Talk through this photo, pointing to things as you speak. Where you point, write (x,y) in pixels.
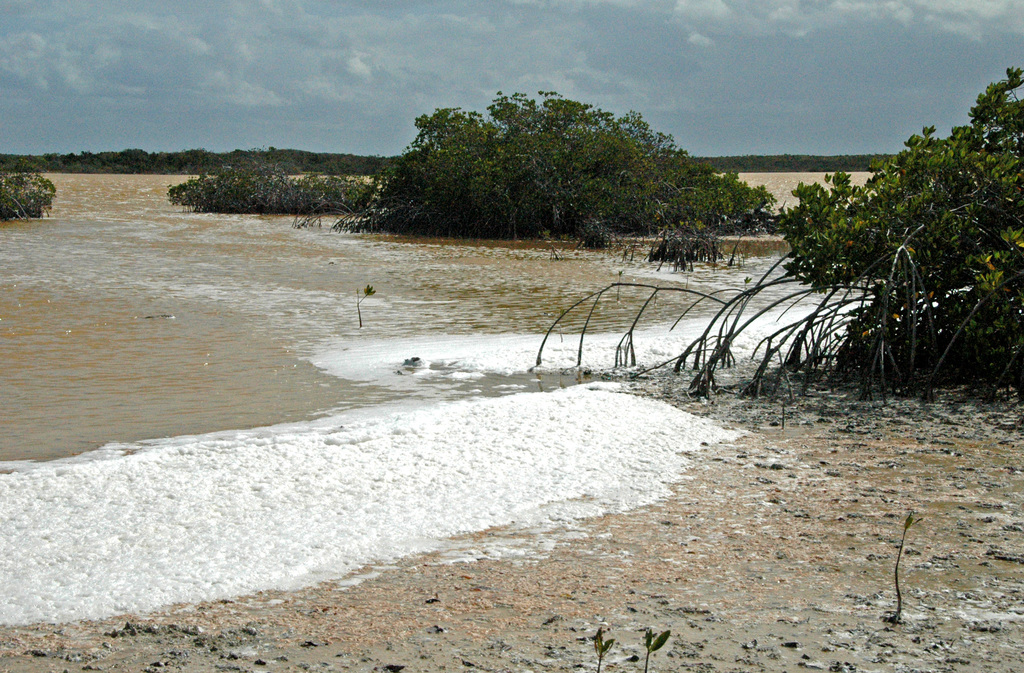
In this image we can see sky (193,91) with clouds (142,52), trees (431,158) and water (271,293).
